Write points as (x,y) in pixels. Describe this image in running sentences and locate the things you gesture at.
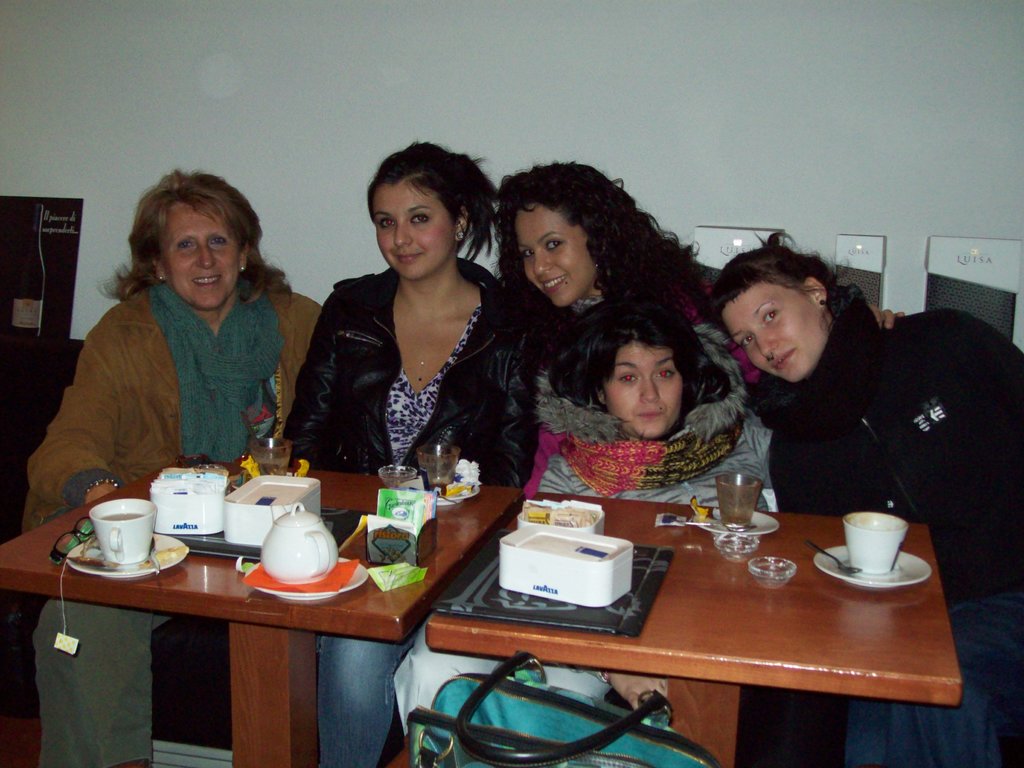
This picture is a group of five ladies (923,462) smiling and have a table (438,508) in front of them with some coffee cups (884,549) and a teapot (299,536).
